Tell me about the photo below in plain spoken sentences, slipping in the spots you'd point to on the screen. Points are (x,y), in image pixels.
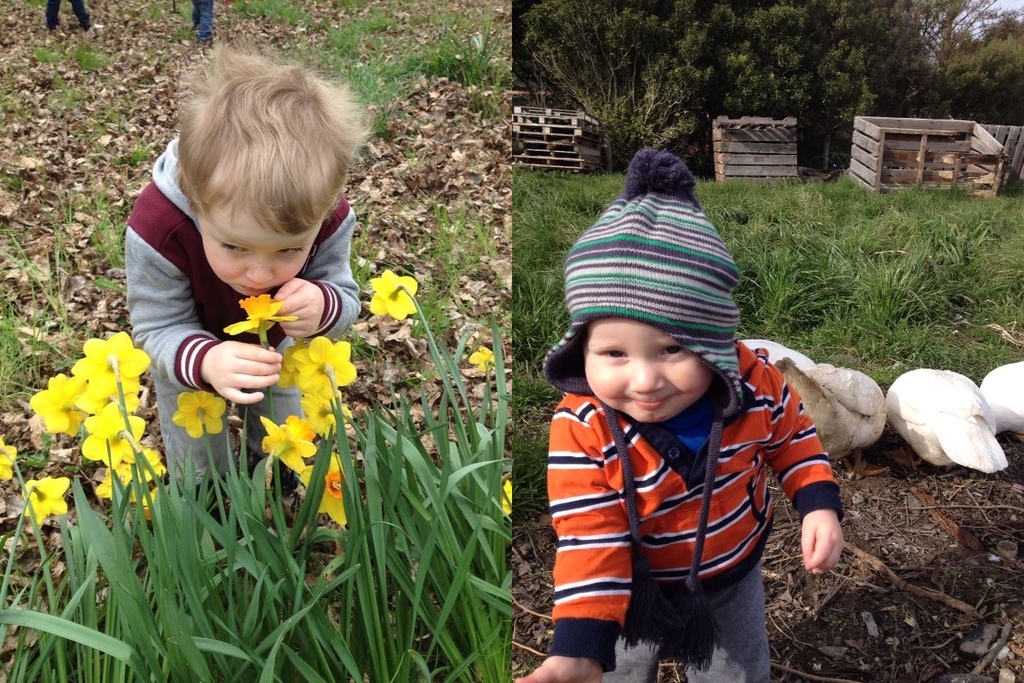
This is a collage in this image on the right side (716,506) there is one boy (694,449) who is wearing a hat (722,400), and there are birds (839,390) grass (865,243), wooden boxes (791,144) and some trees (884,86). On the left side (266,386) there is one boy (249,357) who is holding some flowers (263,344), and there are some flowers (131,458) and plants (370,565). And in the background (57,118) there are some dry leaves (449,110), and grass (11,248) and some persons (58,16).
